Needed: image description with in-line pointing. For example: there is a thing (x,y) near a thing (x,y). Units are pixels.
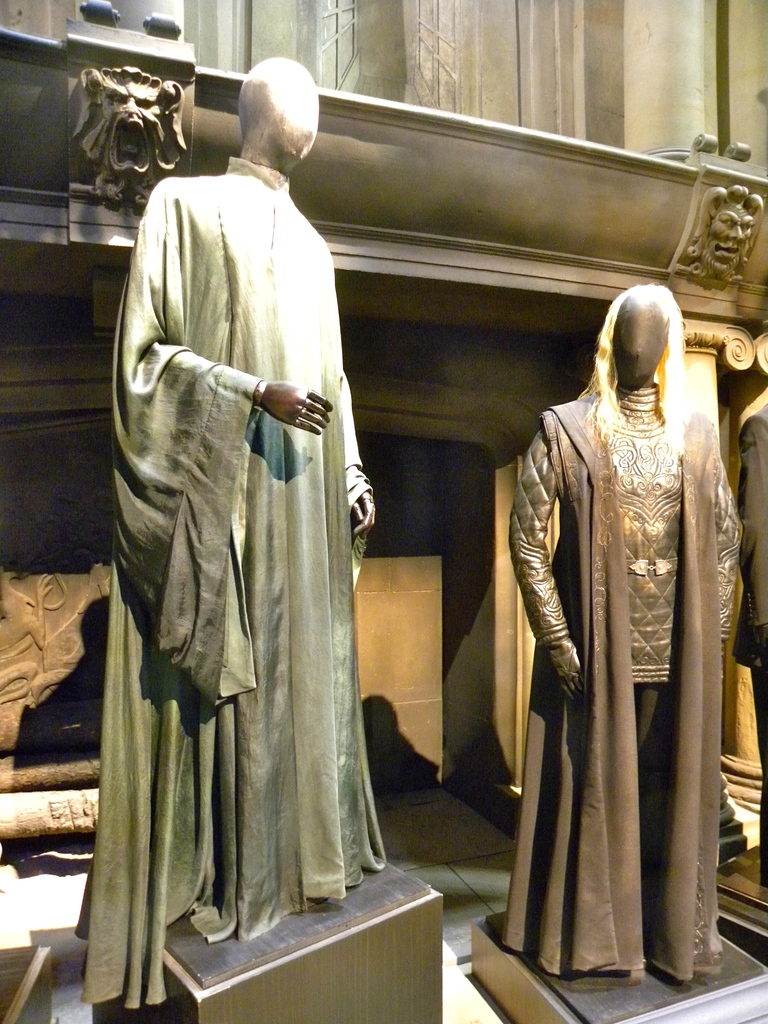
In this picture we can see couple of mannequins (638,485) with clothes (636,681) on them, in the background (731,230) we can see two symbols (734,242).
